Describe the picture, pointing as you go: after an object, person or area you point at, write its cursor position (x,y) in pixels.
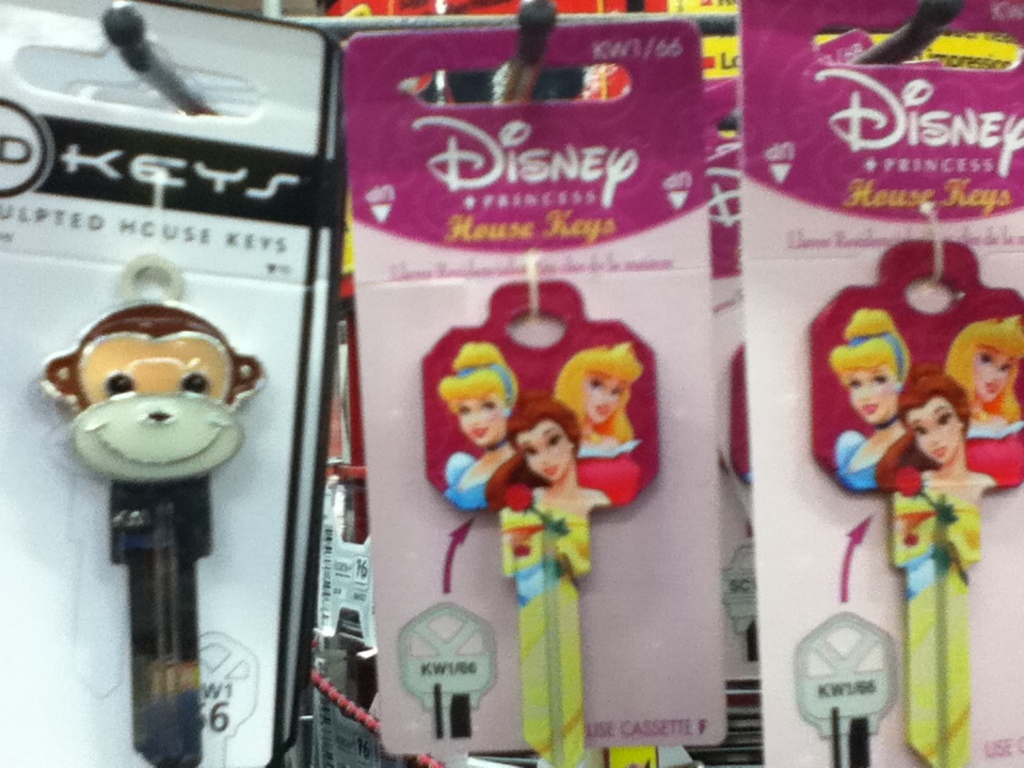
This picture consists of house key packs (274,138) in the image.
